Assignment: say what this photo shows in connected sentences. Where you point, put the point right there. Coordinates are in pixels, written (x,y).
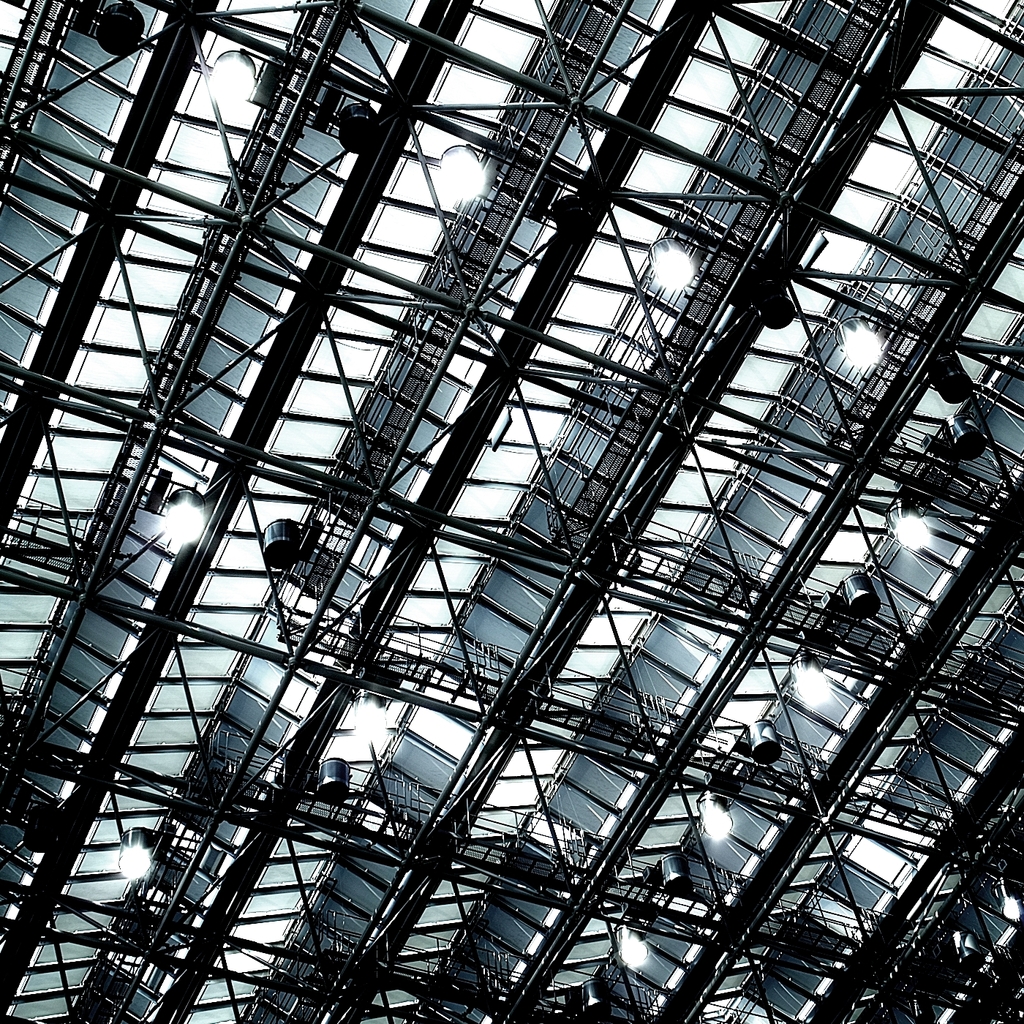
In this image we can see a roof (289,595) with some ceiling lights (298,558) and the metal frames (654,407).
